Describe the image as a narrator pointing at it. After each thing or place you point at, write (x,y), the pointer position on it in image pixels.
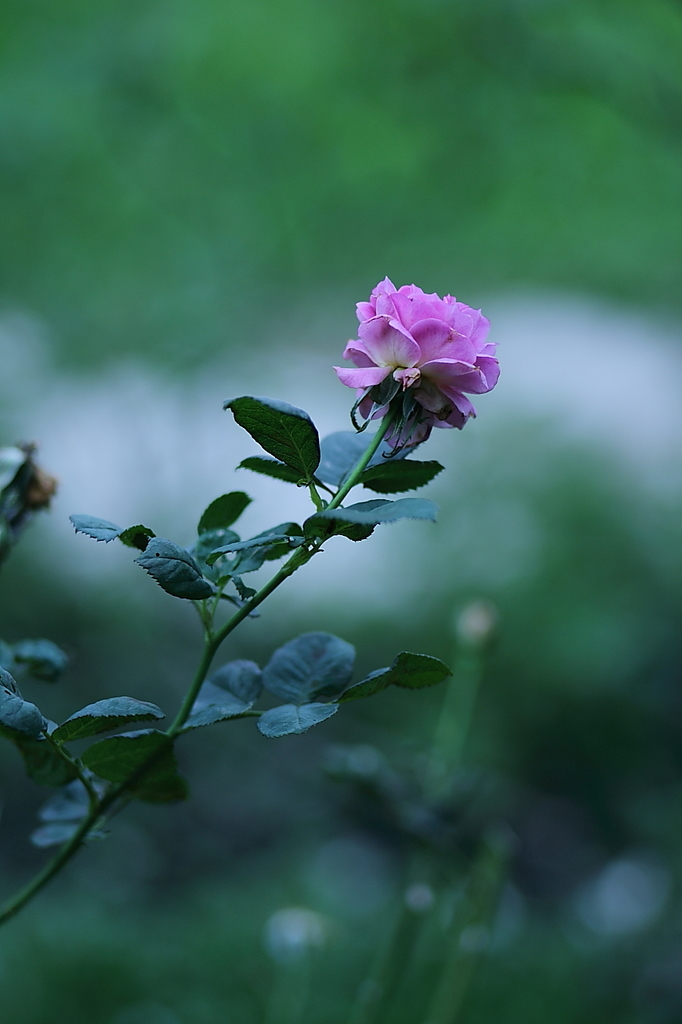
In the image there is a stem (78,845) with leaves (362,438) and a flower (372,382). Behind the stem (67,848) there is a green color background (564,560).
